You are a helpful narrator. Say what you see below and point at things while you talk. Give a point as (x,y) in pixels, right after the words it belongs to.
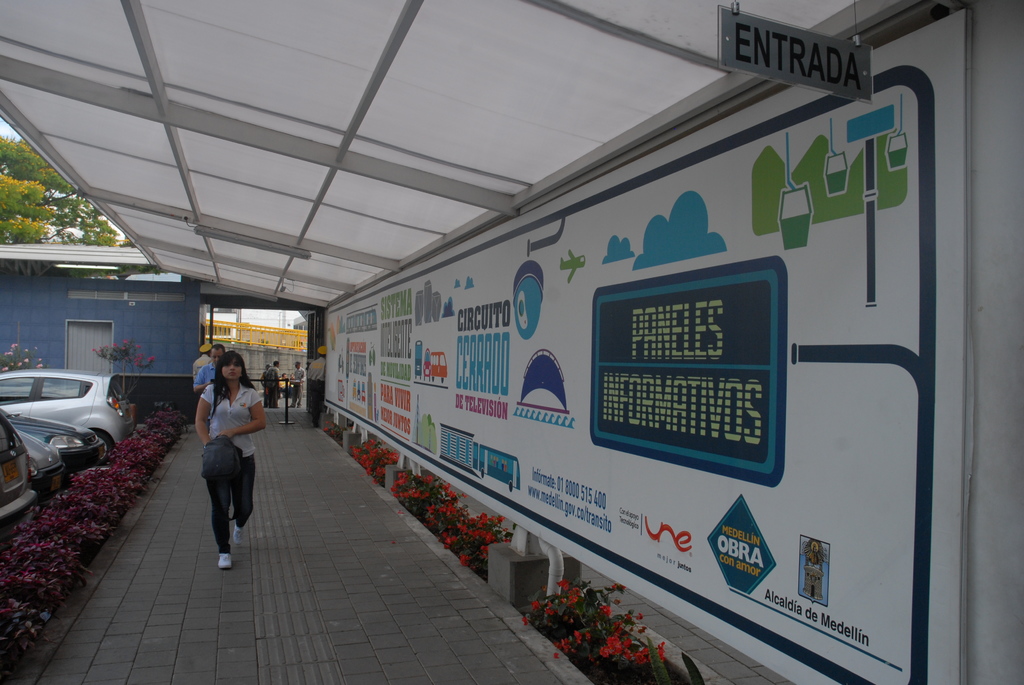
On the left (28,434) there are vehicles (28,434) on the road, plants (71,548) and there are few people (208,379) standing here on the ground (222,594) and a woman (213,507) is walking on the ground (286,605). In the background (160,296) there is a building (22,304), poles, hoarding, trees (11,154) and sky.
